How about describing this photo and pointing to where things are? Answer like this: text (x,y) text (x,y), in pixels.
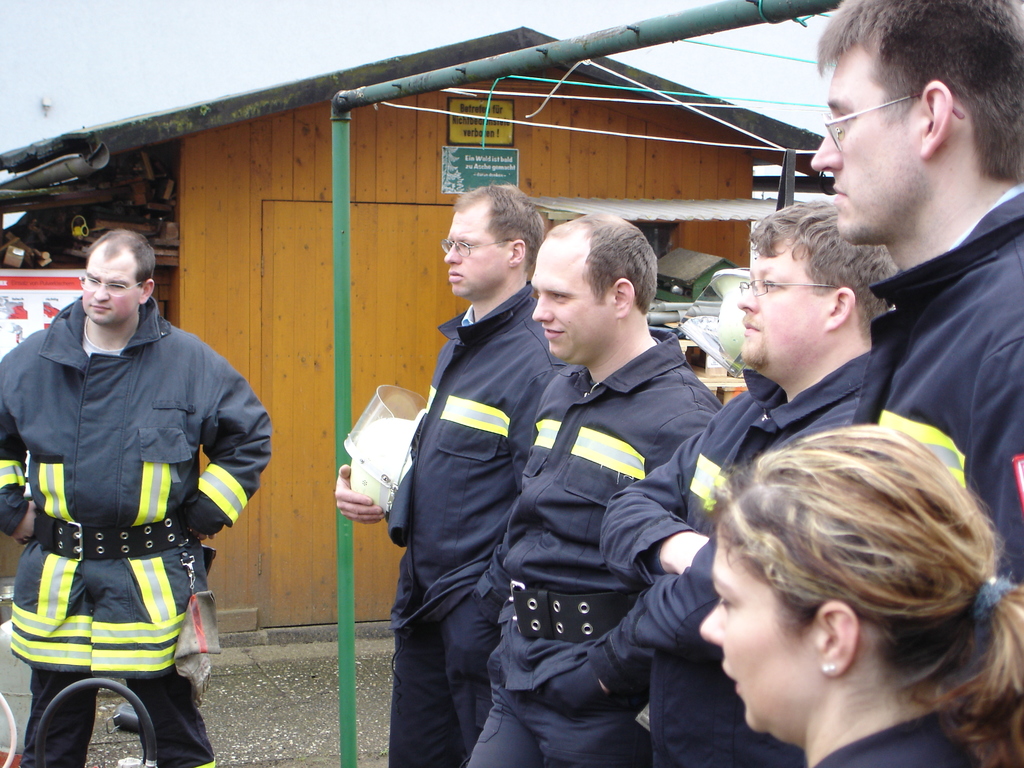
In this picture there is a group of men (666,345) wearing a blue color fire safety dress (647,474), standing and looking on the left side (169,419). Behind there is a small wooden shed house (389,356) and some pipe frames (343,338).
